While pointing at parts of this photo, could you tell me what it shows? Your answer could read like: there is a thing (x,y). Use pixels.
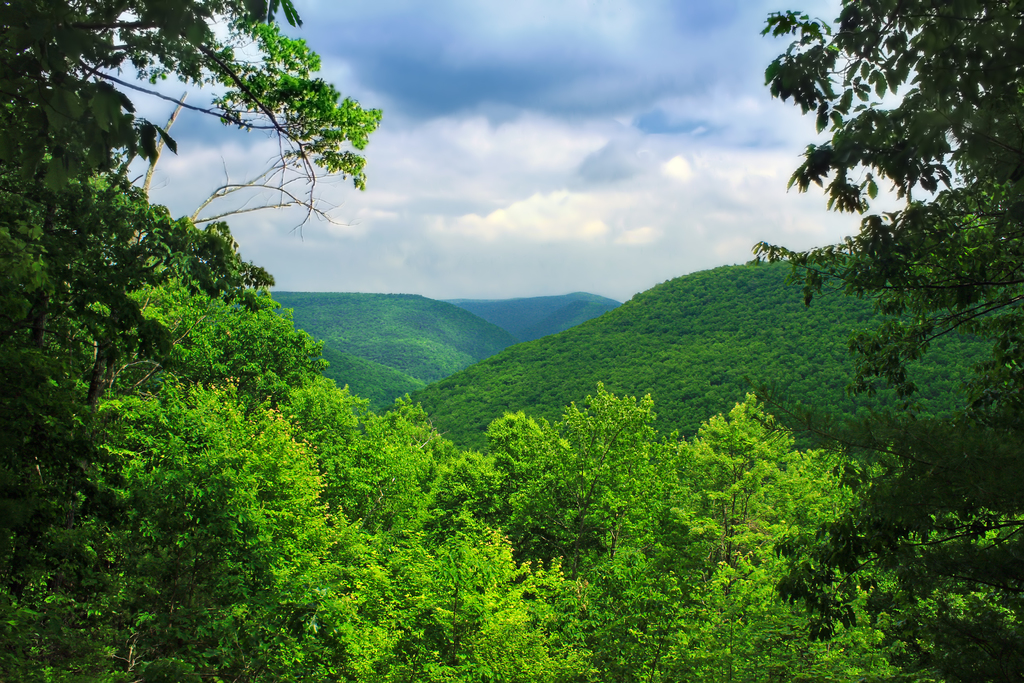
In this image we can see the trees (571,566), hills (716,344), at the top (718,158) we can see the sky (541,145) with clouds (530,148).
